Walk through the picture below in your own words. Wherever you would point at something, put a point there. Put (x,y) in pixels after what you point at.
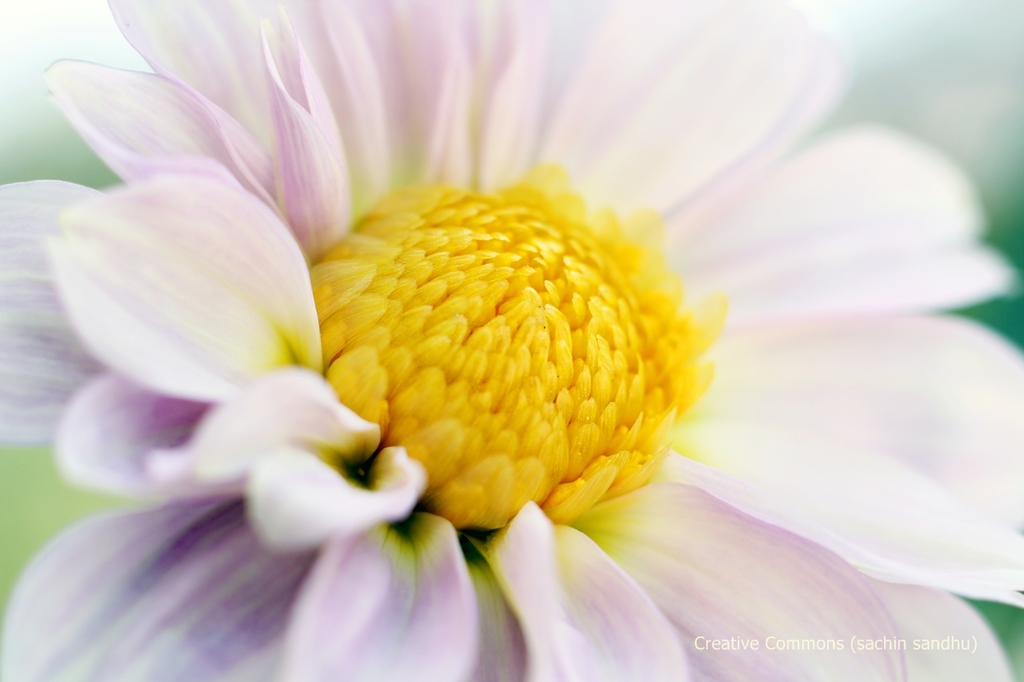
We can see flower (117,379). In the background (953,127) it is blur and green. In the bottom right side of the image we can see text (724,640).
